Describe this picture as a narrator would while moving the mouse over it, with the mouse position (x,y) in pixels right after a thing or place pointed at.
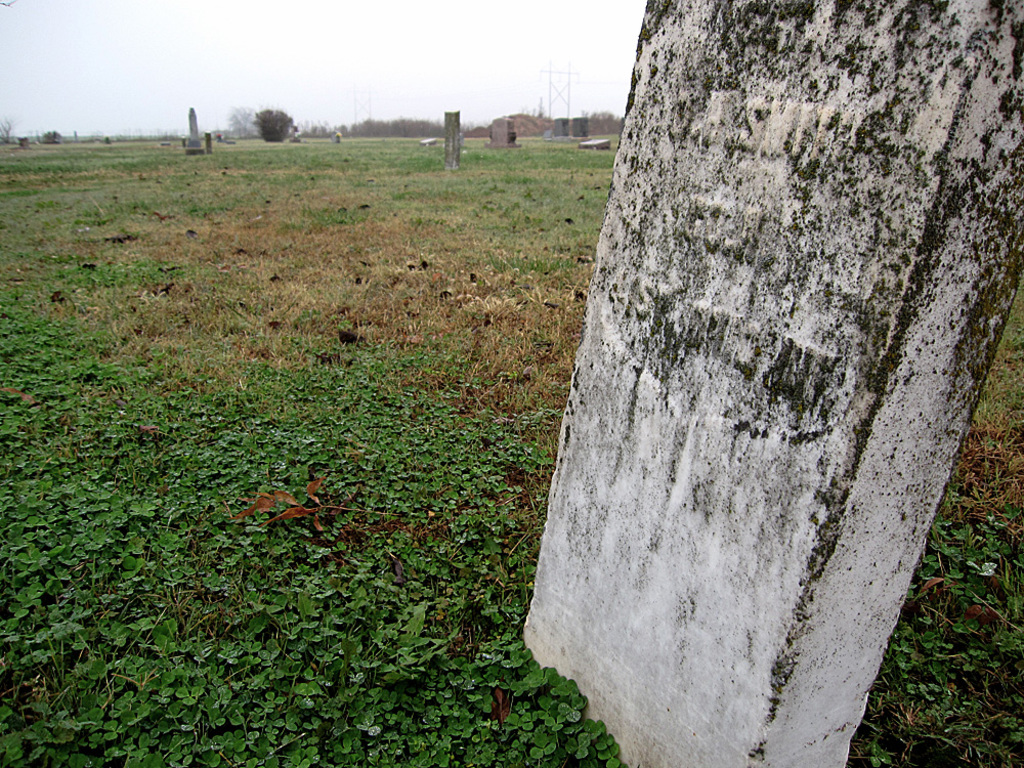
In this there are few stones (800,416) in the grass (475,287), a few trees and plants (88,630), some poles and the sky (415,31).
